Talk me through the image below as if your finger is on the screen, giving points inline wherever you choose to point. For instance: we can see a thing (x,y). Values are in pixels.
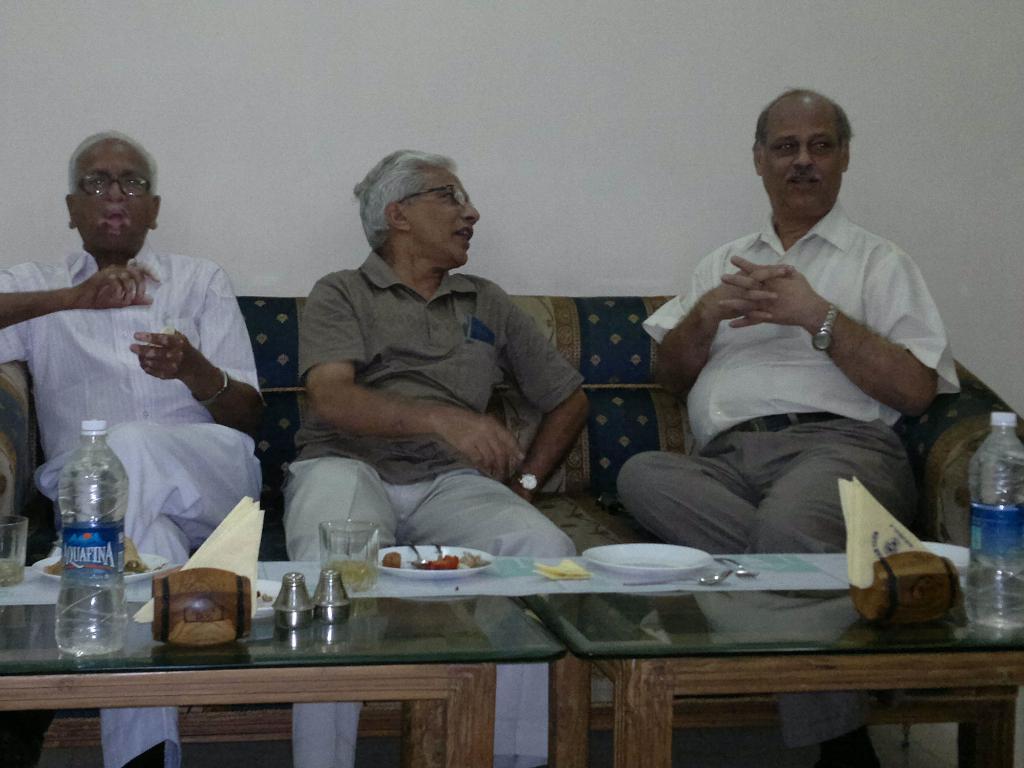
In this image i can see 3 persons (534,373) sitting on a couch (664,434) in front of a table (390,635). On the table (147,600) i can see few water bottles (123,540), few tissues (909,550), a glass (333,542) and few plates (431,555).
